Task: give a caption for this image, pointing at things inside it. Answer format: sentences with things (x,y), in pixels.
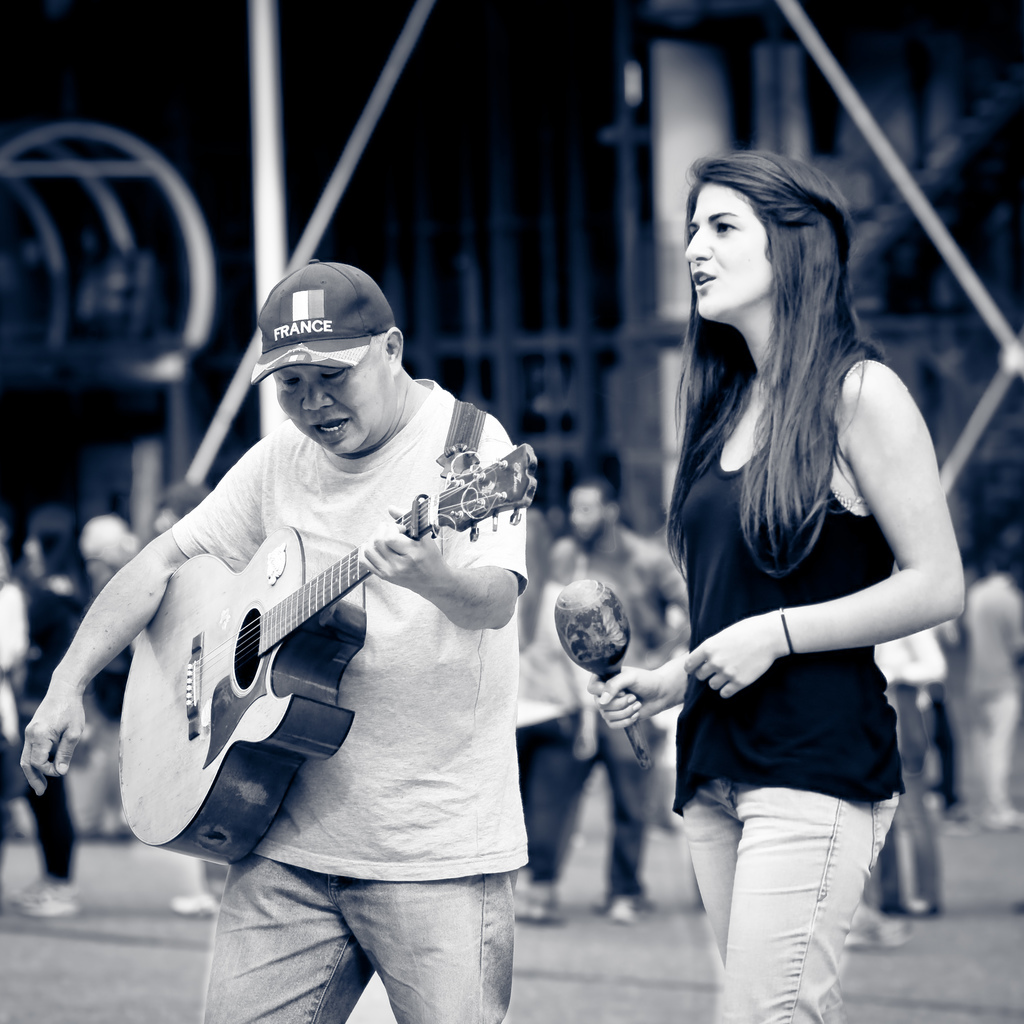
In this image I can see two people (411,619). One person (411,619) is holding guitar (276,718) and another one is holding the maraca (599,662). At the background (890,855) there are group of people (981,615).
